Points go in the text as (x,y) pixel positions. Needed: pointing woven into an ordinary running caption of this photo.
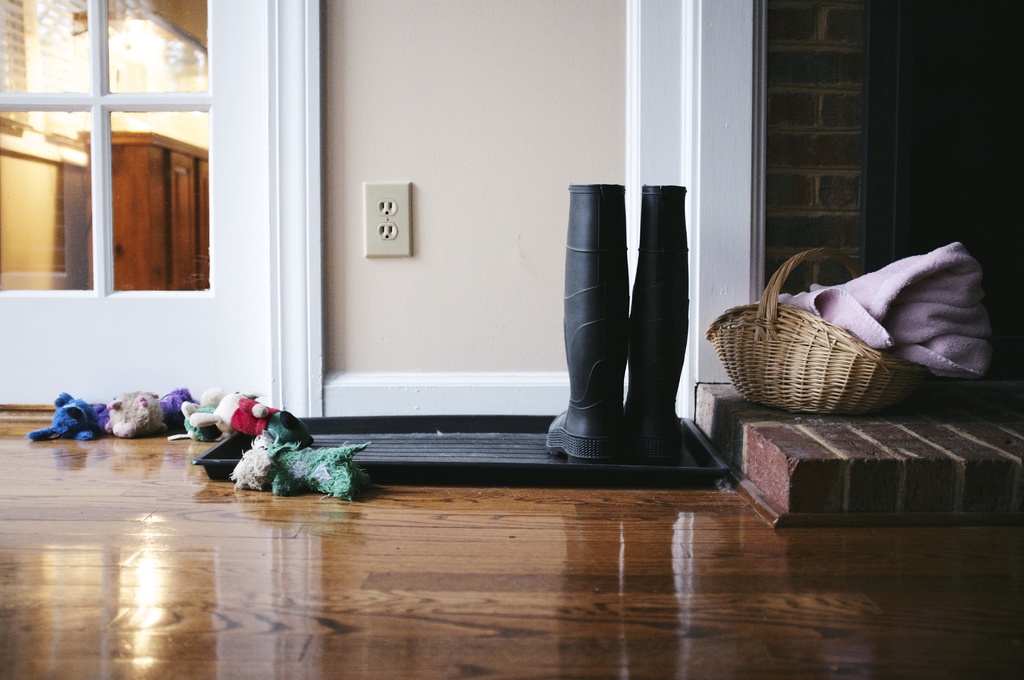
On the right side of the image (851,461), we can see one solid structure (826,468). On the solid structure (820,445), we can see one basket (807,373) and one cloth (809,310). In the center of the image (414,424), we can see one black color plate (505,435) on the floor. On the plate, we can see the pair of boots (627,409). In the background (826,70) there is a wall (614,131), switchboard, black color object (908,109) and dolls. Through the glass (158,205), we can see one wooden object (143,205) and a few other objects (48,74).
